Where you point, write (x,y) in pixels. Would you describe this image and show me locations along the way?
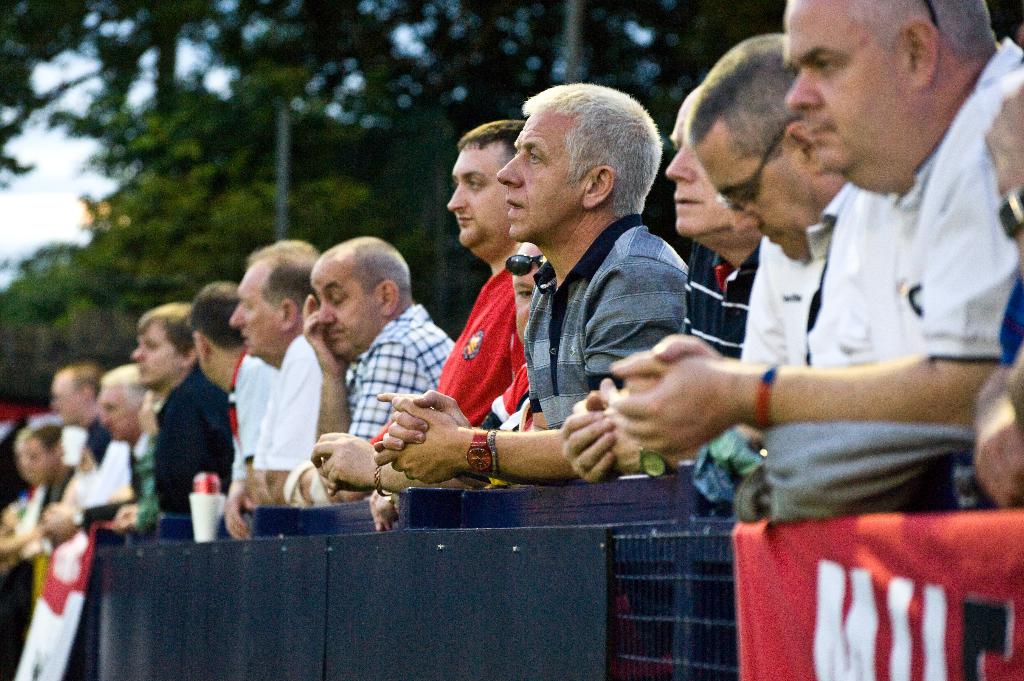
In the center of the image (465,346) we can see people (567,347) standing. At the bottom (984,588) there is a fence (545,621) and boards (741,623). In the background (142,248) there are trees (142,267) and sky (45,180).
